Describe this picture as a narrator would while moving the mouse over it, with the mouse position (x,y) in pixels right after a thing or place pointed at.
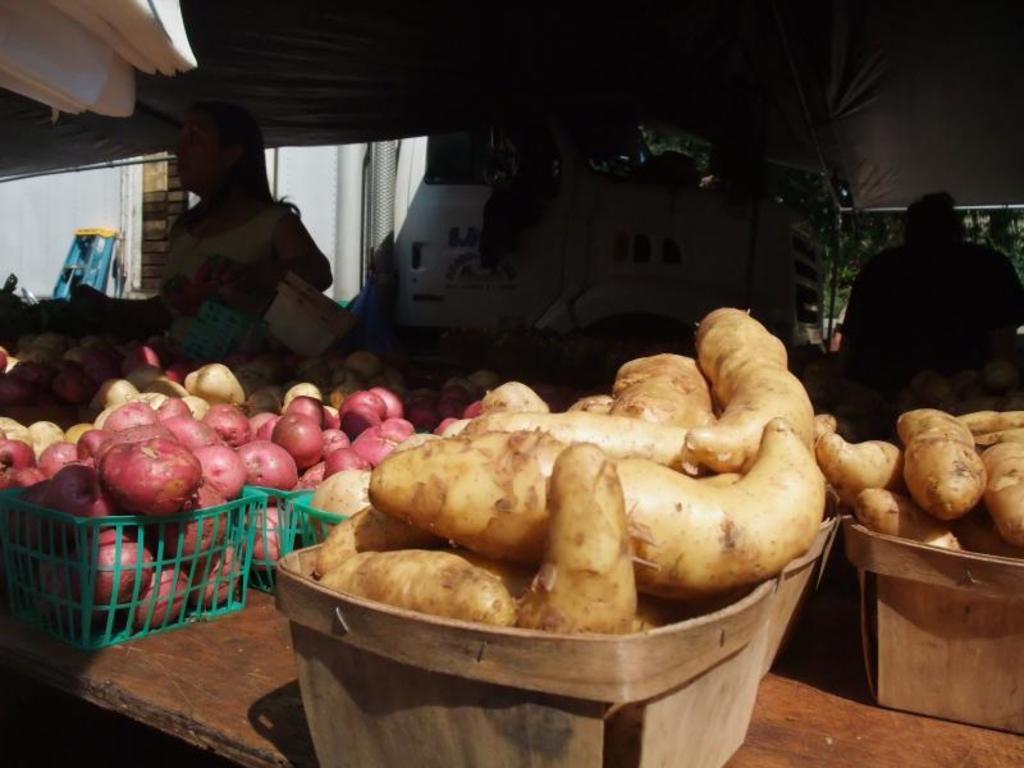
On the table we can see potatoes (352,431) and vegetables (290,450) in baskets (673,732). In the background (244,224) we can see people (256,191) and it is dark.
